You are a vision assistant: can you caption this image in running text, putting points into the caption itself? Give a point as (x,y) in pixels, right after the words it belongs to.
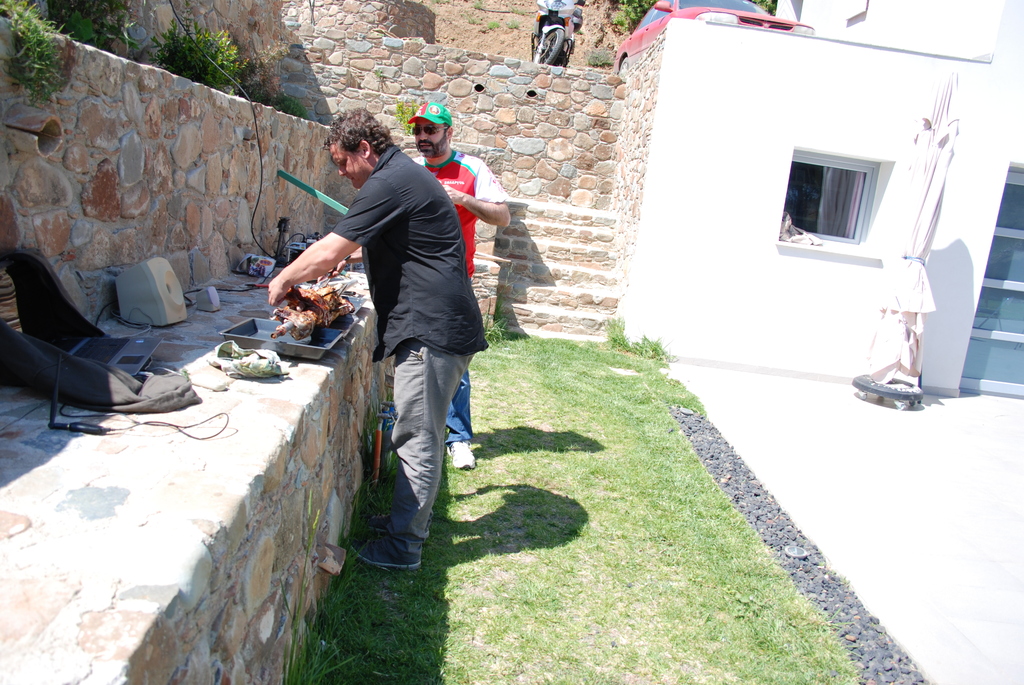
This picture shows couple of men (427,226) standing and a man (452,159) wore a cap (420,107) on his head (441,129) and we see a building (830,4) and few plants (243,68) and we see a car (711,18) and a motorcycle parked and we see a bag (77,366) and grass (619,595) on the ground (597,588).
